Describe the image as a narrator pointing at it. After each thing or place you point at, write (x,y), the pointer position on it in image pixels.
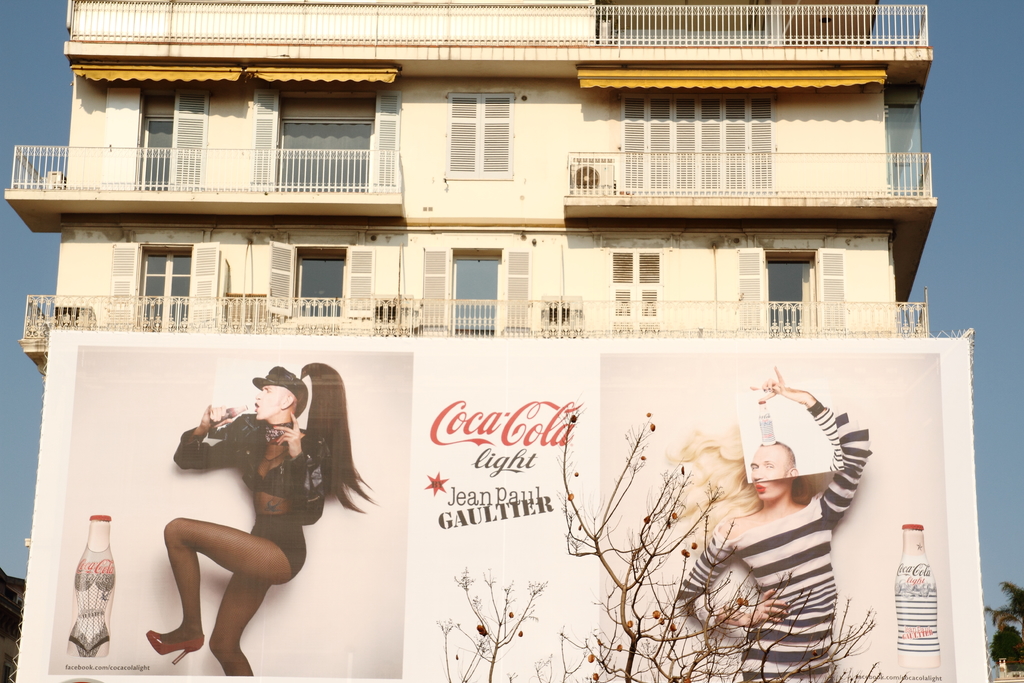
In the center of the image (570,413) we can see one hoarding board (633,526). On the hoarding board (331,523), we can see two persons (687,591) are standing and holding coca cola bottles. And we can see two bottles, one tree (662,614) and some text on the board (880,513). In the background (673,77) we can see the sky (968,111), one building (691,184), fences (691,184), windows (808,259), trees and a few other objects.
